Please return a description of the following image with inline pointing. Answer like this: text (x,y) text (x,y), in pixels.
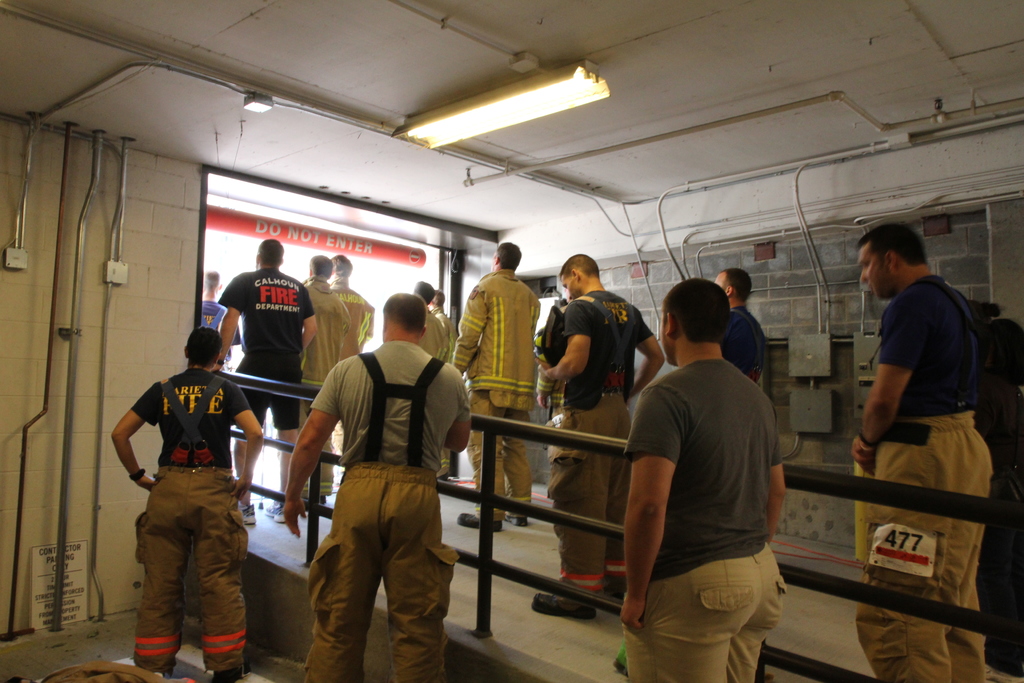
In the left side (185,441) some men (425,509) are standing, in the right side (912,259) few other men (680,321) also standing, at the top (421,127) there is a light (517,109).
